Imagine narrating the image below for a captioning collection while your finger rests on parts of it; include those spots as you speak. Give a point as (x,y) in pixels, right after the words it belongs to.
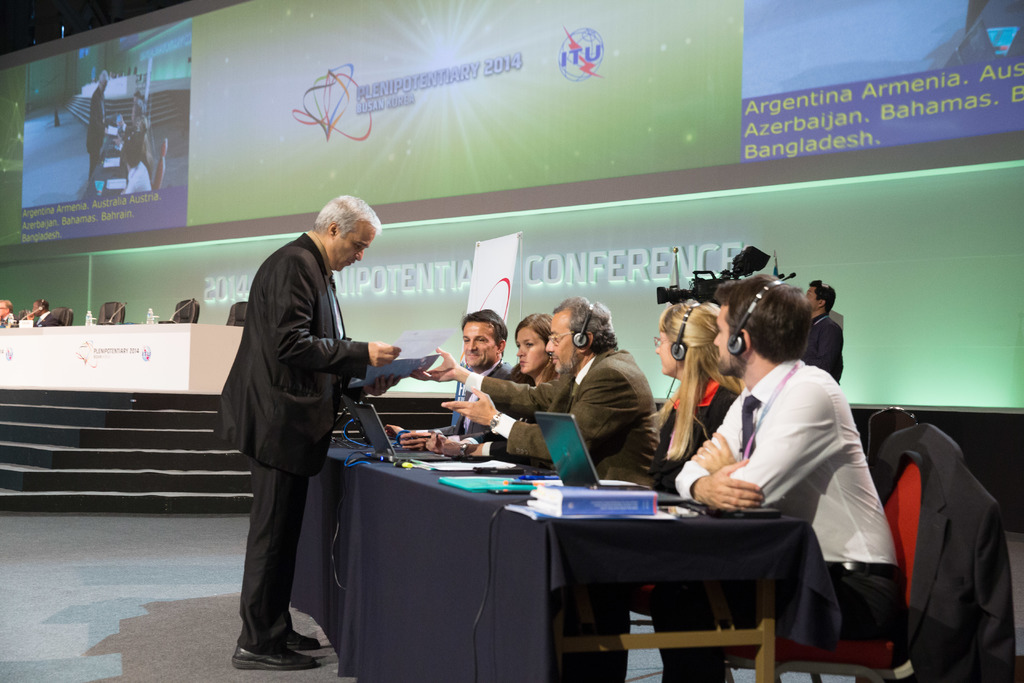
In this picture, we see five people (584,354) are sitting on the chairs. Out of them, three (683,419) are wearing the headset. In front of them, we see a table (472,527) on which laptops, book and papers (469,467) are placed. In front of them, we see a man (341,240) in black blazer (327,370) is standing. He is holding the papers (413,343) in his hands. Beside him, we see the staircase (189,482). Beside that, we see a white table (70,335) on which water bottles (91,314), name board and the microphones (23,318) are placed. On the left side (2,309), we see two men (37,321) are sitting. In the background (457,292), we see a white board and a wall (672,214). In the background (397,61), we see the board (397,61) in yellow and blue color with some text (783,117) written on it. On the right side (825,341), we see a man (824,332) is standing. In front of him, we see the video camera (712,278).
